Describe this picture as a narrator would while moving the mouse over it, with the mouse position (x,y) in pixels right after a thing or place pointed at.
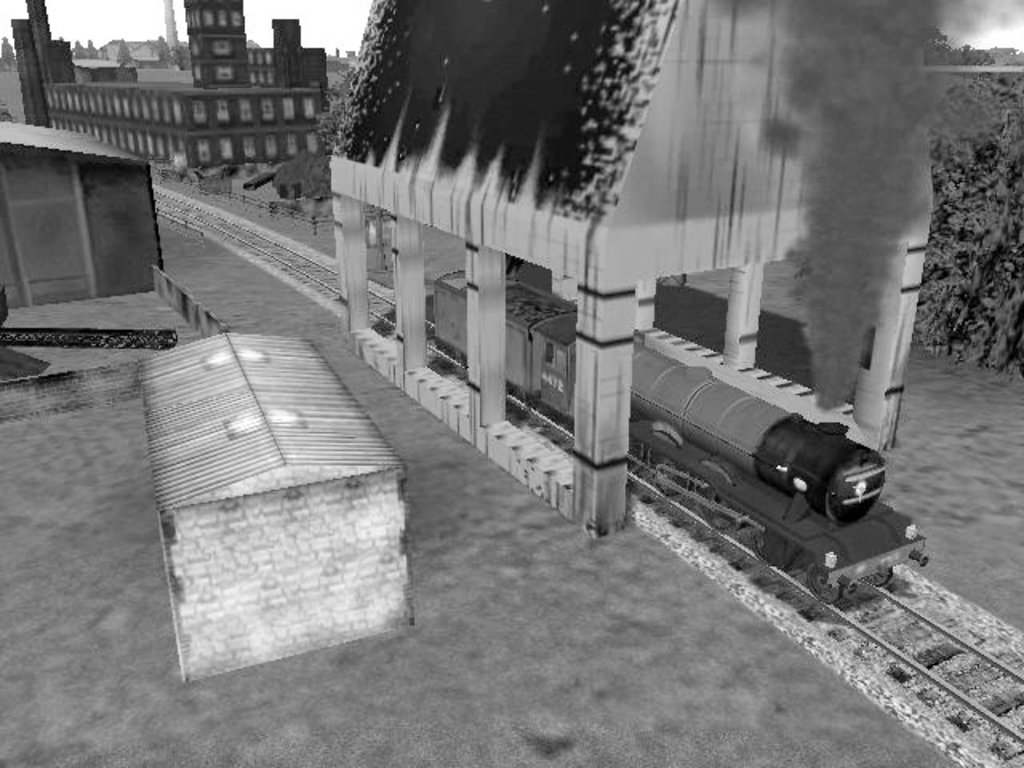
It is a black and white animated image there is a train (554,316) and behind the train (534,294) there are few buildings (140,113), the train (801,425) is emitting smoke (825,330).
